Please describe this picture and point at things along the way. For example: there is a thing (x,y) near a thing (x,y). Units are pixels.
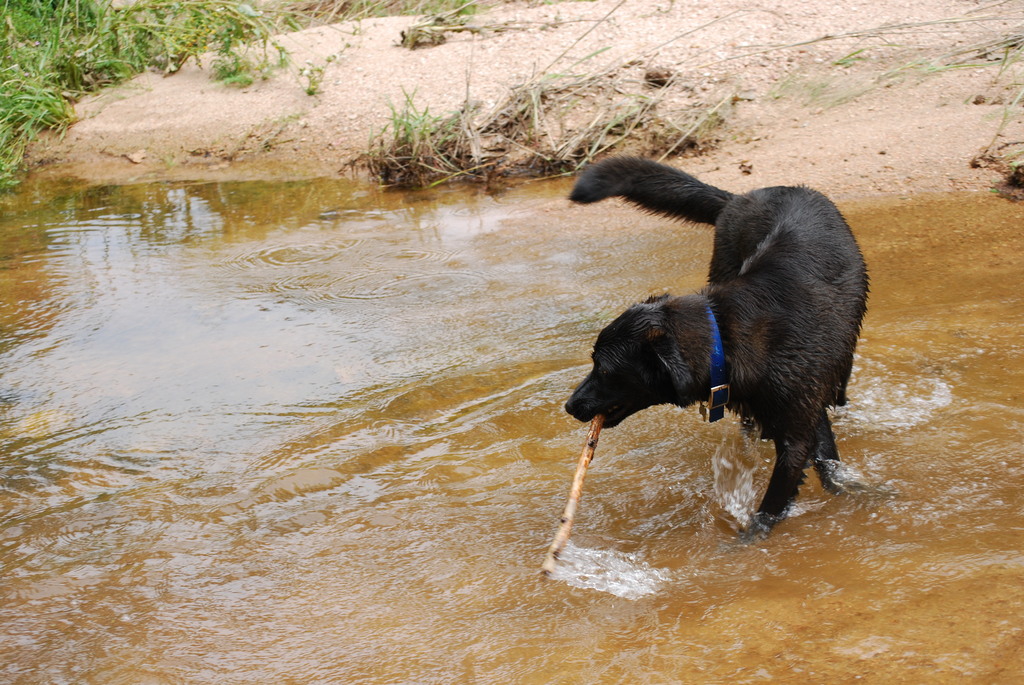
In the picture I can see a dog (855,254) and it is holding a wooden stick (589,443) in the mouth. I can see the water (563,439) on the ground (560,432). In the background (71,105), I can see the sand (671,78) and plants (50,92).
